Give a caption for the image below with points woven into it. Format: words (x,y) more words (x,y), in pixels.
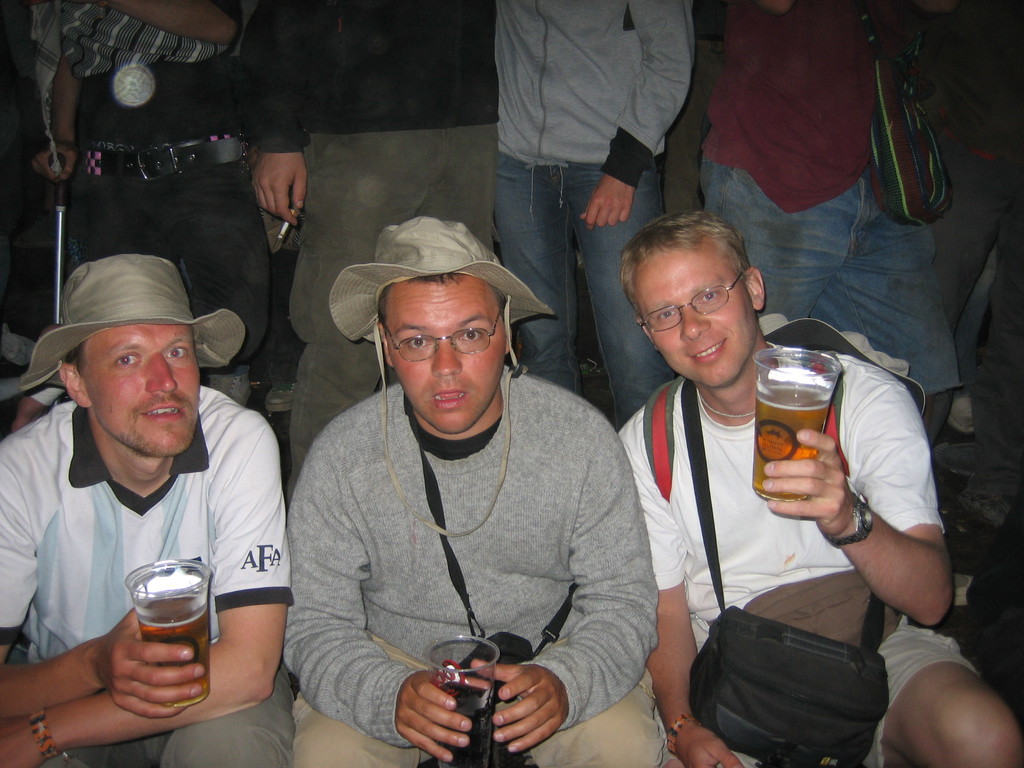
In the picture, there are group of men (370,228), three of them are sitting and posing for a photo, right side (703,354) two men (615,610) are wearing a black color bag (708,655), three of them are holding glasses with drink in the background (550,113) there are some other men (541,105).
